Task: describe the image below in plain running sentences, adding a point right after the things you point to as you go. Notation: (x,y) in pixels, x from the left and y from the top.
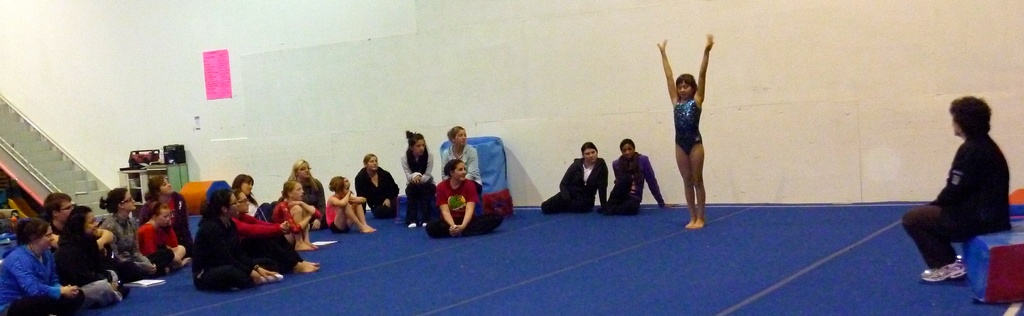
In this picture, we see many people (282,209) are sitting on the floor (399,217). In front of the girl (113,297), we see a book (153,282). In the middle (683,114), we see a girl (667,62) is performing. On the right side (977,106), we see a woman (986,119) is sitting on the blue color stool (989,297). At the bottom (562,249), we see a blue carpet (521,275). In the background (441,159), we see a blue color object (486,165) which looks like a bag (486,162). Behind that, we see a white wall (453,90). On the left side (8,110), we see the staircase (90,190). Beside that, we see a table (142,179) on which black and maroon color objects (174,153) are placed. Behind that, we see a white wall (194,137) on which a pink color poster (208,93) is pasted.
